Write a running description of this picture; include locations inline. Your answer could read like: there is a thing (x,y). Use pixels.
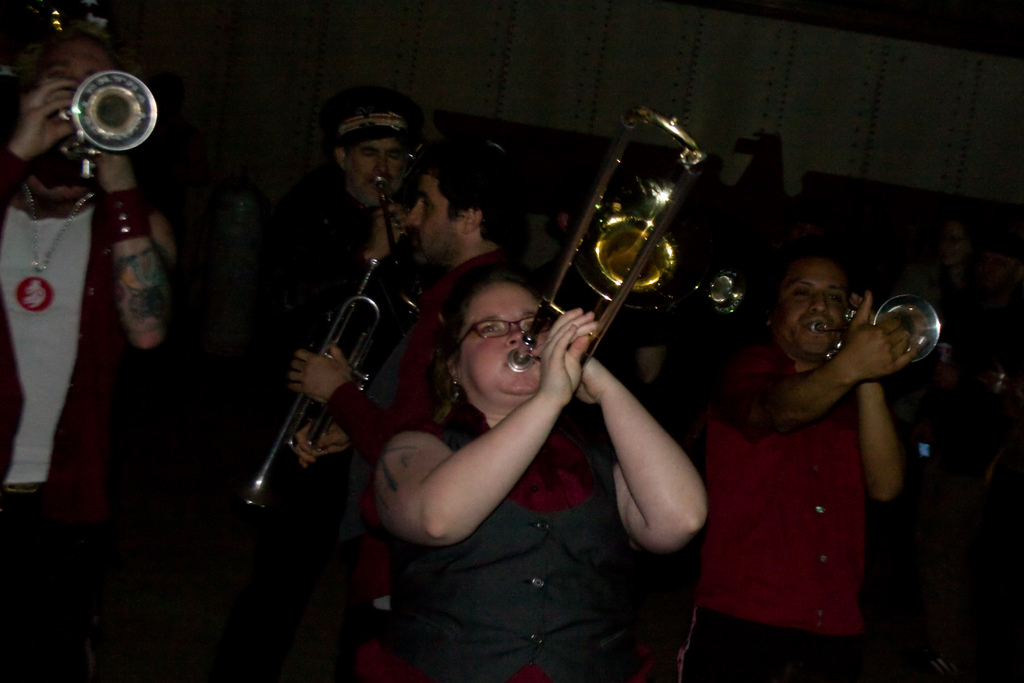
In the image there are many people (439,437) playing trumpet (912,330) and in the back (618,115) there is wall (740,122).
